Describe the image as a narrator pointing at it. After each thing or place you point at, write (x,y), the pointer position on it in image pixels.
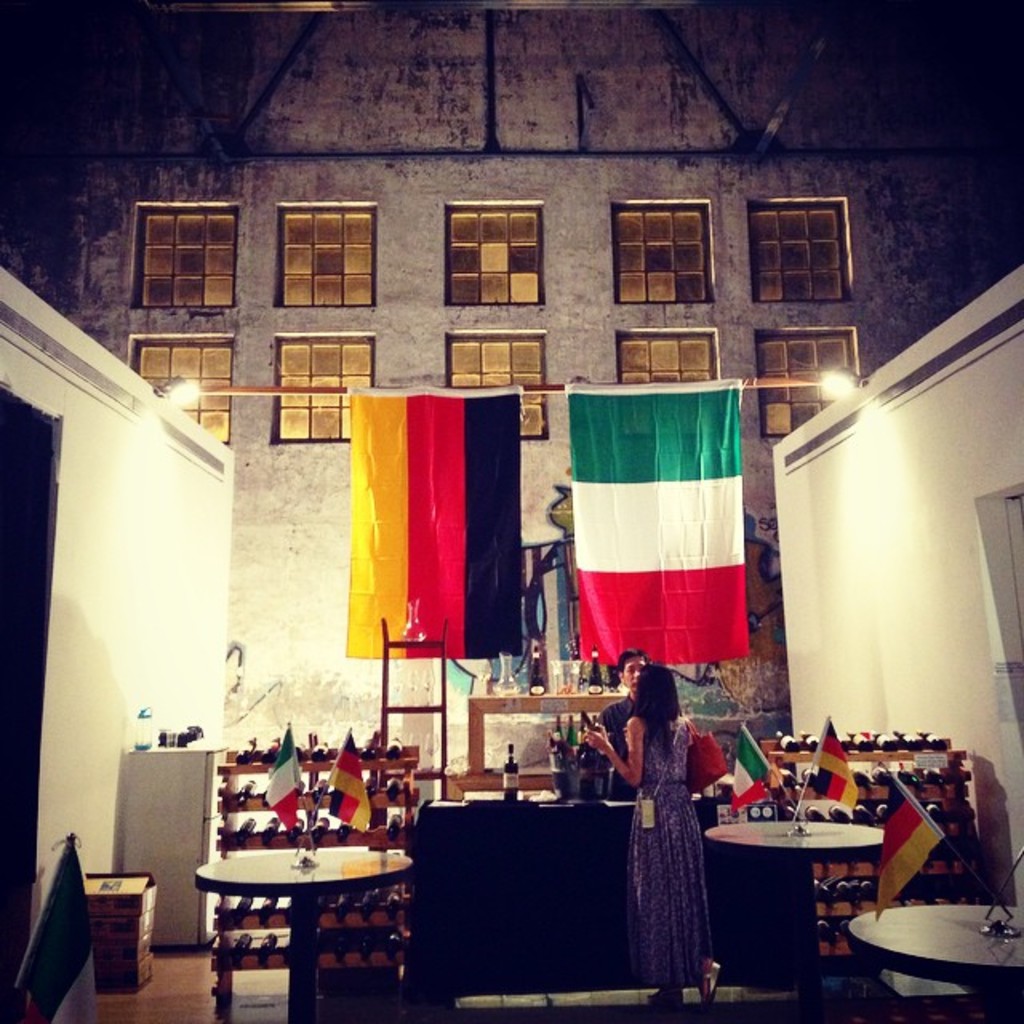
A woman (647,836) wearing a gown (678,823) is holding a bag (704,760). There are a many tables (783,874). There are two flags (355,781) each. In the background (263,558) there is a wall (256,313) with windows (346,271). There are two flags (661,434) hanging. Also there are two lights (845,379) in the wall (195,563). There are many cupboards (381,766). On the cupboards (315,777) there are many bottles (570,725). And a person (623,718) is standing in front of the lady (638,690). There are some boxes (140,909) and cupboard (159,867) on the left corner (150,912).
